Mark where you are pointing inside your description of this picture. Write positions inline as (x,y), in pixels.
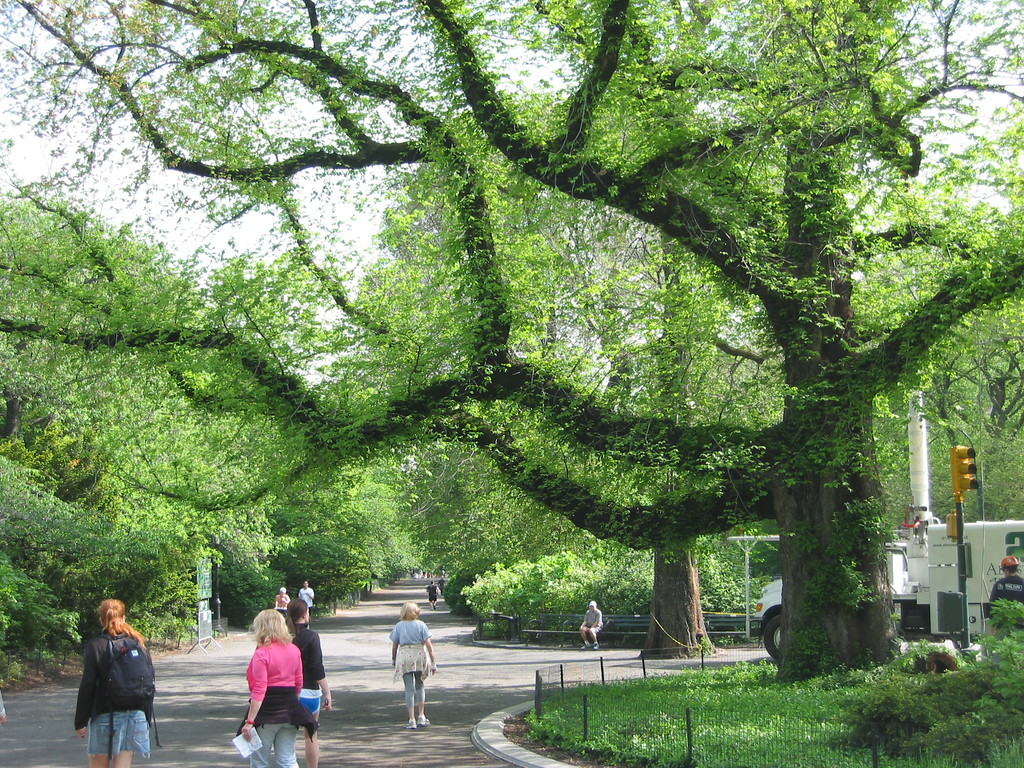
In this picture we can see some people (417,577) on the road (378,718), fences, grass (741,691), vehicle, traffic signal (956,468), trees (976,490), poles (964,544), some objects (938,600) and a person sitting on a bench (568,629). In the background (246,222) we can see the sky (279,119).
